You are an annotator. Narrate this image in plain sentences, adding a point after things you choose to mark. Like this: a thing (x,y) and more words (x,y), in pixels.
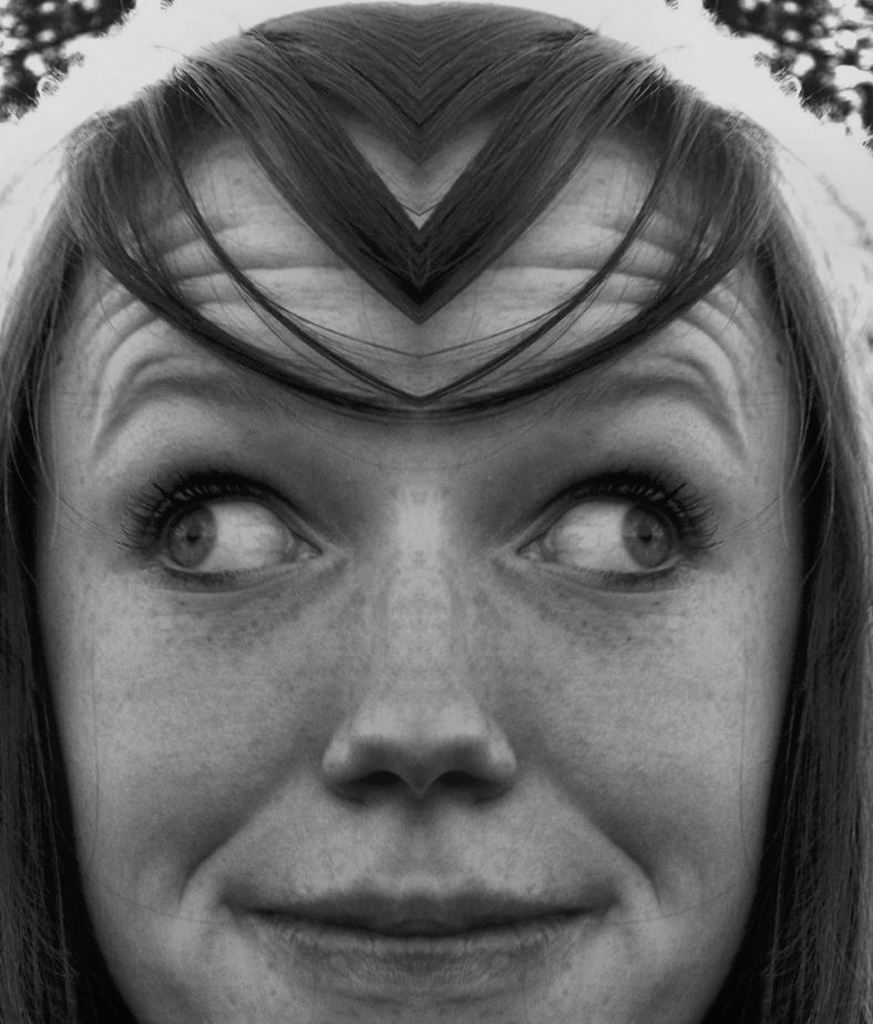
In this image, we can see a woman (505,768) is smiling.
